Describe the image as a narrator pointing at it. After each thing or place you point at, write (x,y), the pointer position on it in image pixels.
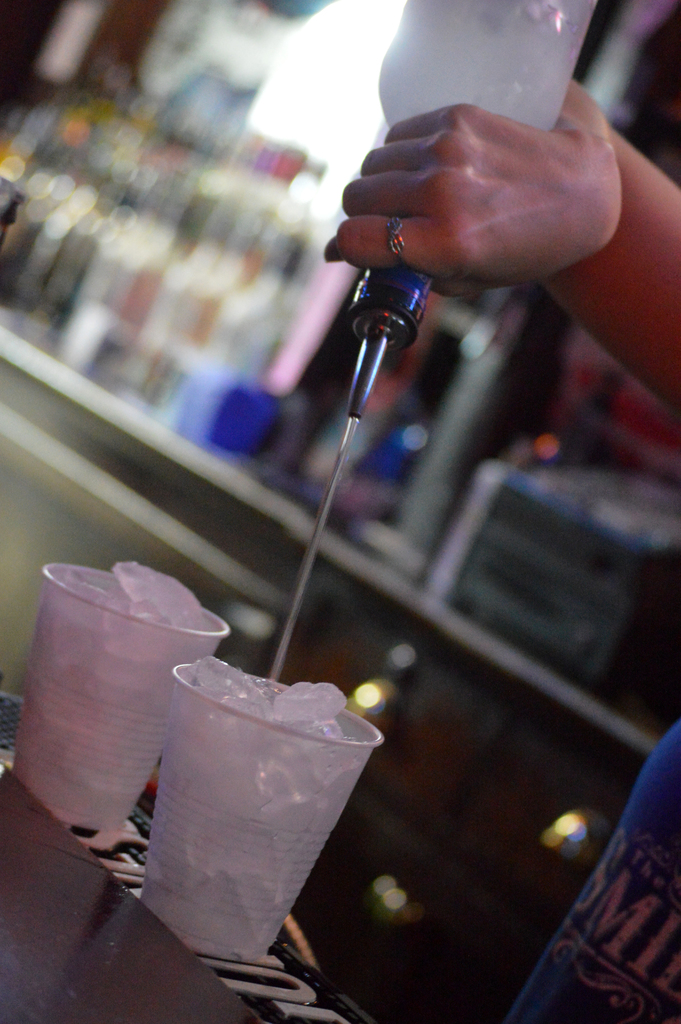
In this image we can see ice cubes (114,586) in two glasses (145,770), there is a bottle (525,20) in the person's hand (587,237), there are bottles (59,122) on the rack (39,187), and the background (118,281) is blurred.
